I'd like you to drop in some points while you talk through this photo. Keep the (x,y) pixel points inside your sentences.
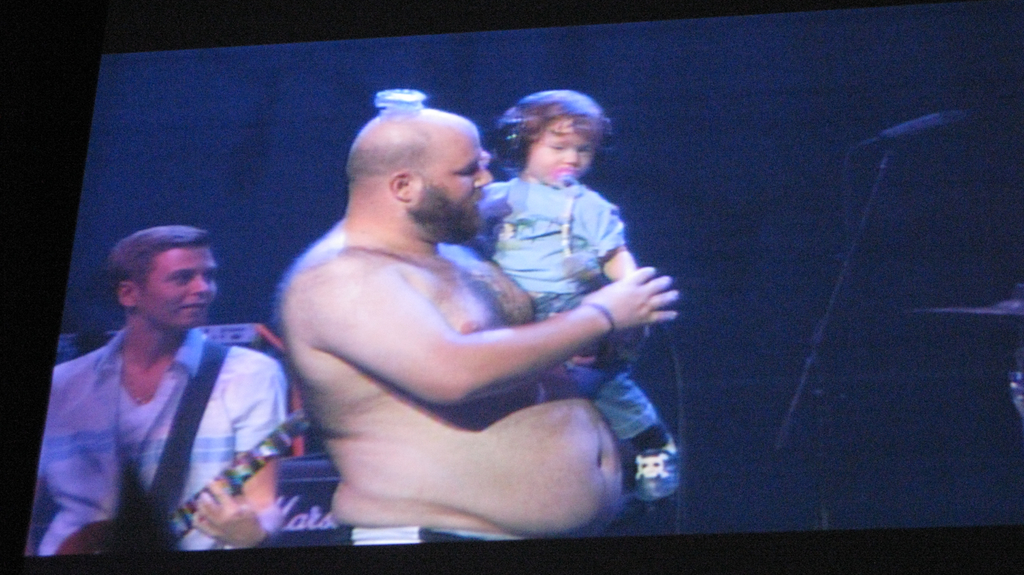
In this image, we can see a screen (371,397). In the background (781,242), there is a dark view. On this screen (442,348), we can see a person (467,417) holding a kid (604,344) and keeping an object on his head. Another person (205,495) holding a musical instrument (223,480). We can see a microphone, rod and few objects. Kid (547,179) wearing headphones (521,131) and holding a pacifier (573,173) with his mouth (561,175).
